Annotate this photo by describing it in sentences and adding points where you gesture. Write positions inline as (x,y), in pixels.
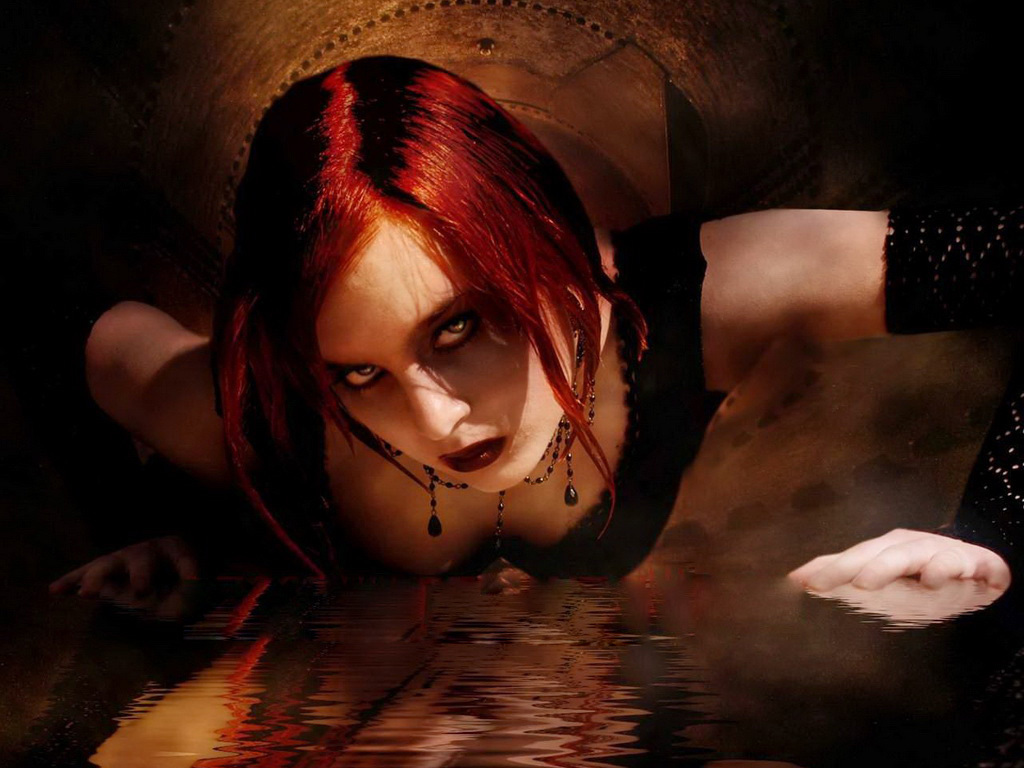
In this picture I can see there is a woman (717,340) lying and she is wearing a black dress (678,253) and a necklace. She is lying on the floor (121,733). It looks like there is water (532,715) on the floor (604,696) and the backdrop of the image (686,21) is blurred.
